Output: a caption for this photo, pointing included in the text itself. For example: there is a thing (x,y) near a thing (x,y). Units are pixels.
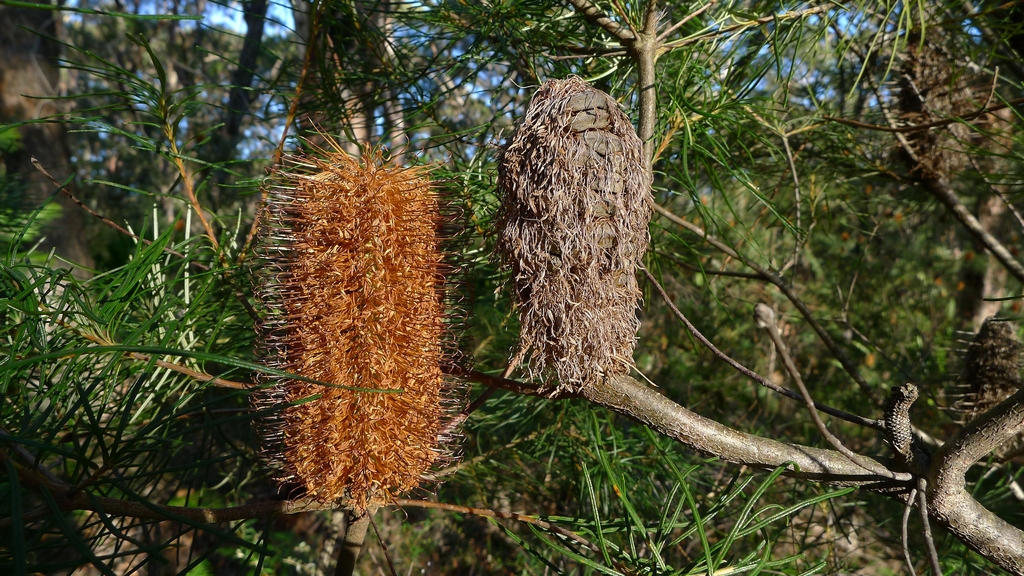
In this image we can see group of leaves (507,408) on stem (648,390) of a plant (932,475). In the background (950,302) we can see group of trees (167,28) and sky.
